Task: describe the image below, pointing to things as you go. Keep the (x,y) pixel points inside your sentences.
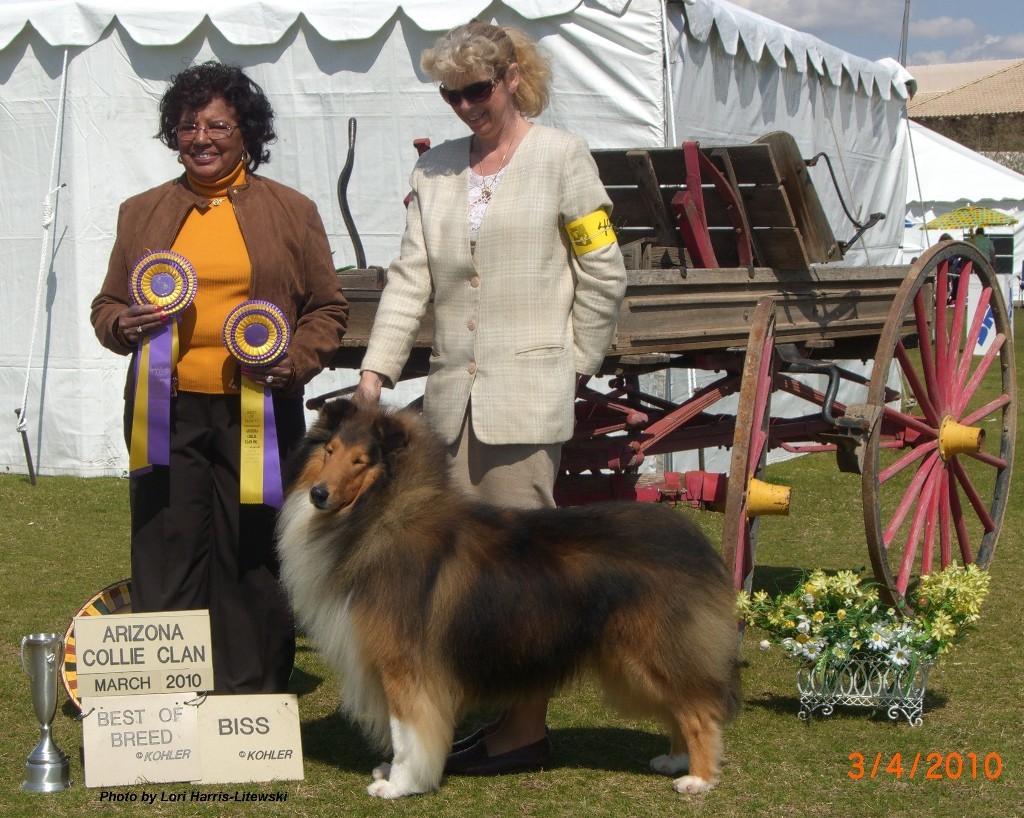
In this I can see in the middle (499,507) there is a dog (549,548), a woman (525,501) is standing and smiling, she wore coat (558,345). Beside her there is another woman (294,333) holding the badges (264,346), on the left side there is a cup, behind them there is a cart (837,349) and there are tents (736,114) in white color.
